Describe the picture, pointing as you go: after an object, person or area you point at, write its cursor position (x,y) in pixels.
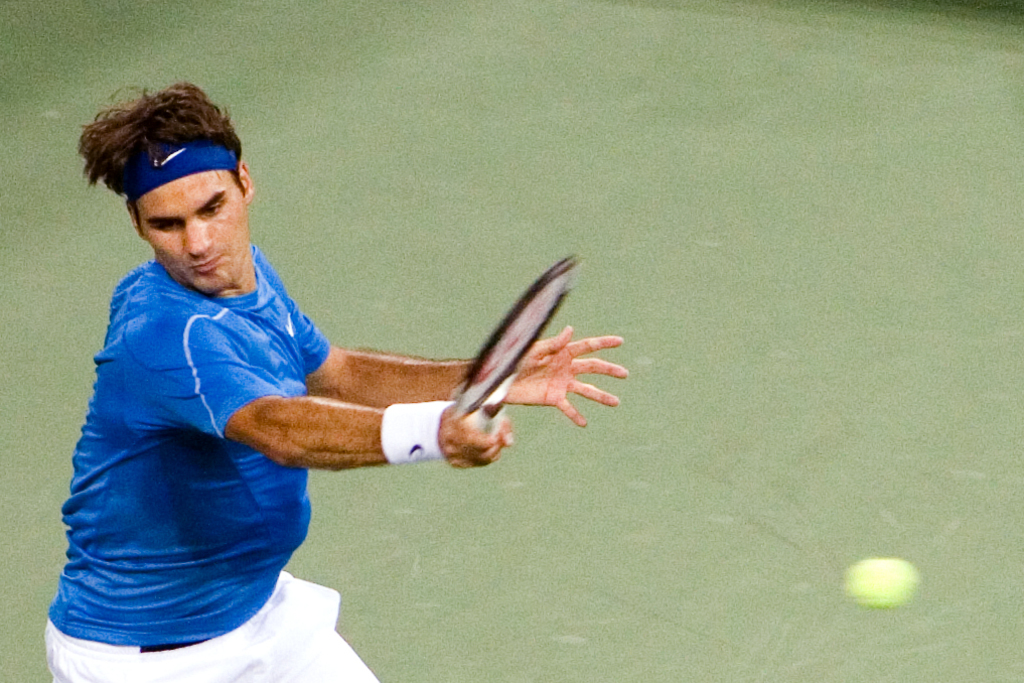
In this image I see a man (285,435) who is wearing white and blue jersey (211,444) and I see that he is holding a racket (560,303) and I see the ball (875,565) over here which is of green in color and I see the ground (689,614) which is of green in color.
